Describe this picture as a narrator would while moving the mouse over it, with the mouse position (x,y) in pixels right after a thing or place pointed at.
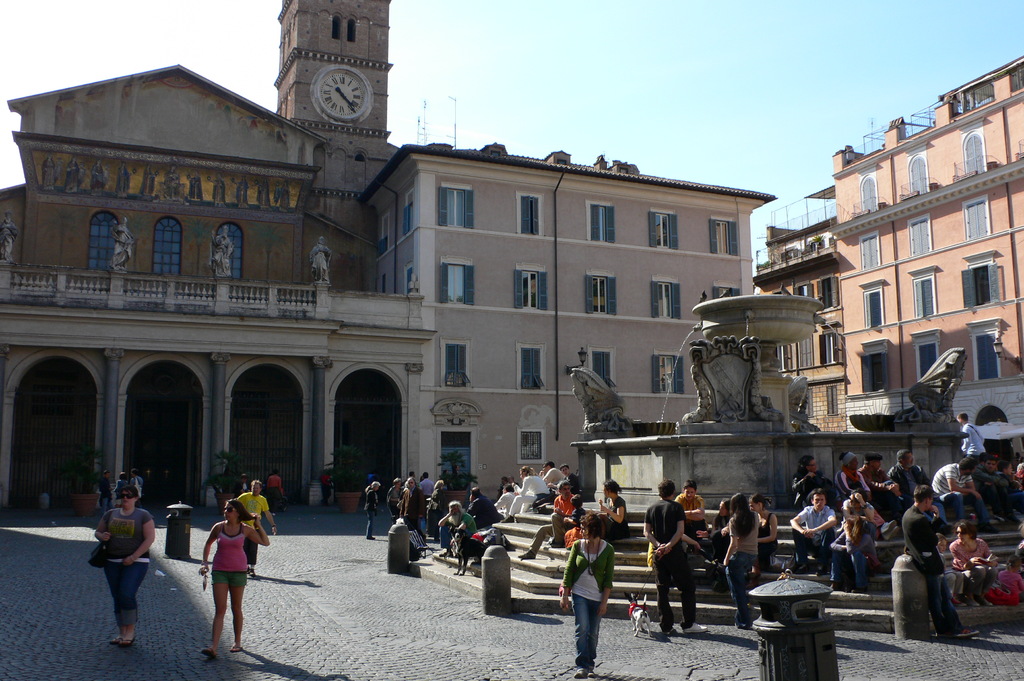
In this picture we can see the sky (732,32), poles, buildings (722,248), windows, a clock (344,81) on the wall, few statues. We can see the plants (72,470), pots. We can see the people (365,508). Among them few people (498,508) are sitting, standing and walking. We can see the stairs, water fountain (804,317), stone carvings (794,400). We can see a man (662,559) is holding the belt (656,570) of a dog (639,605). At the bottom portion of the picture (666,642) we can see the floor (719,645) and an object (822,600).
